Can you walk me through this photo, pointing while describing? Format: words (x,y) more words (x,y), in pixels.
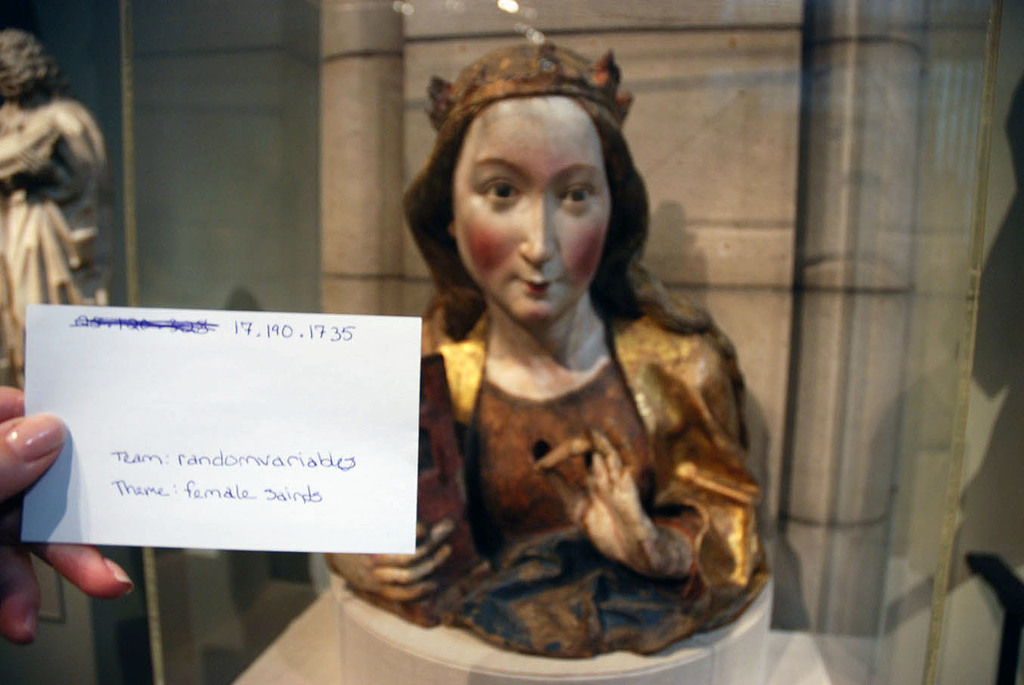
In this image there is a person statue (615,406). Left side (17,471) a person's hand (29,465) is visible. He is holding a paper (258,453) which is having some text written on it. Behind there is an idol (4,197). Background (816,418) there is a wall (360,238).
